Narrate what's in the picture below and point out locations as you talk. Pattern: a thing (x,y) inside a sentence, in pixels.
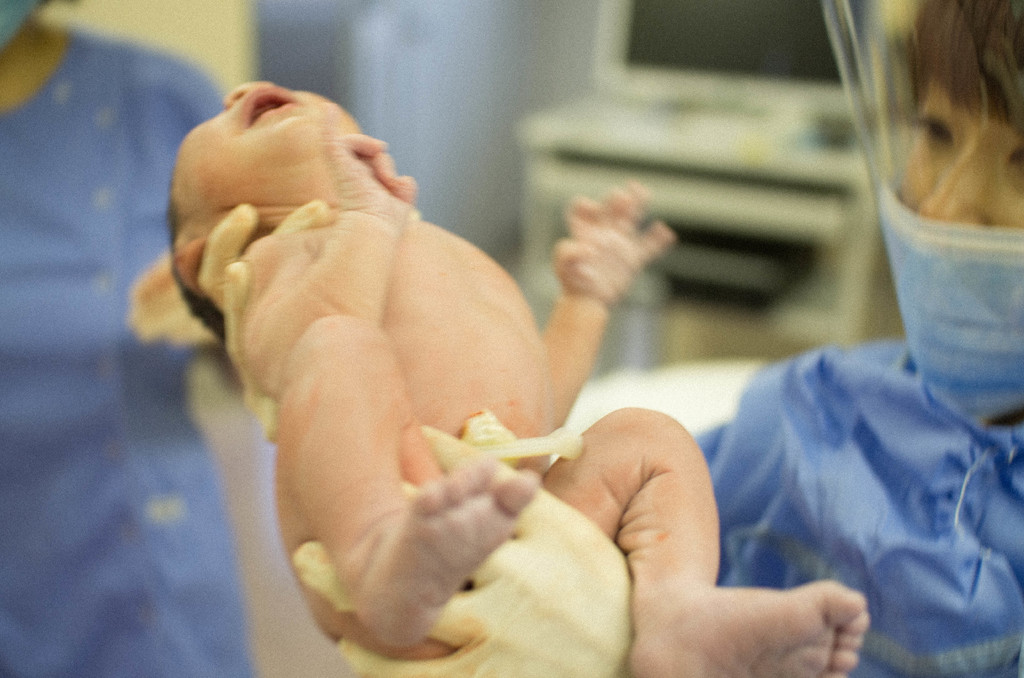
In this image we can see a person (904,491) holding a baby (388,351). On the left (121,438) there is another person (116,339) standing. In the background (703,154) there is a computer (712,91) placed on the stand (694,147).
